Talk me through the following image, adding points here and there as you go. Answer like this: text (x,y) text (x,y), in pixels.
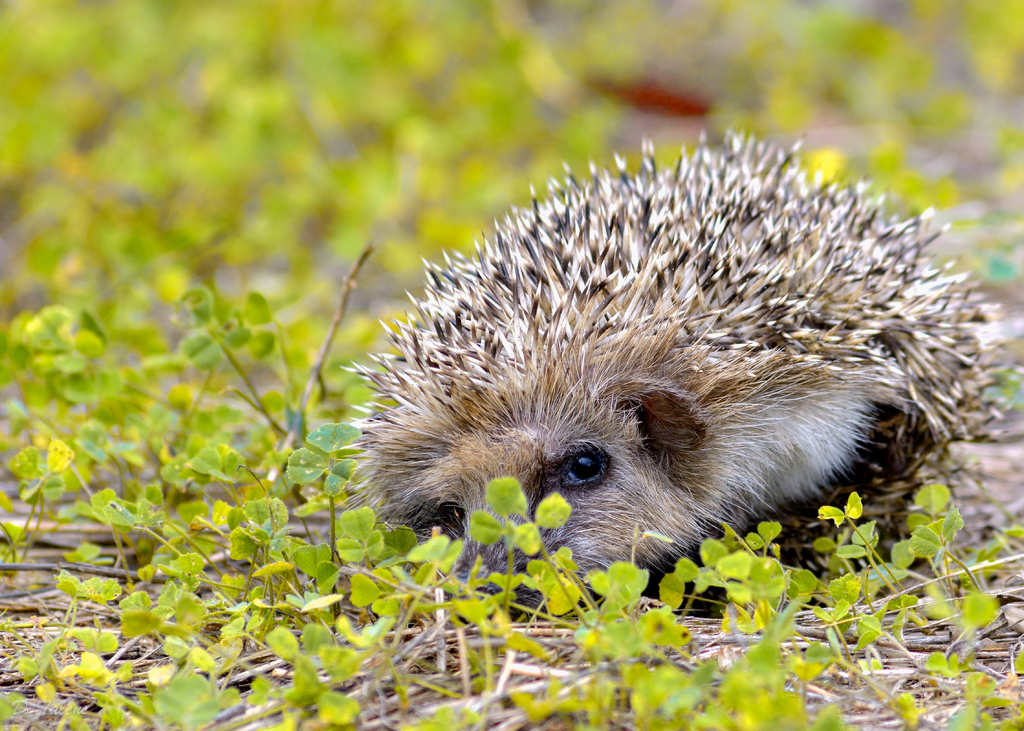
Here I can see an animal (534,344) on the ground (657,576). Along with this I can see few plants (237,605) and sticks (438,670). The background (534,166) is blurred.
